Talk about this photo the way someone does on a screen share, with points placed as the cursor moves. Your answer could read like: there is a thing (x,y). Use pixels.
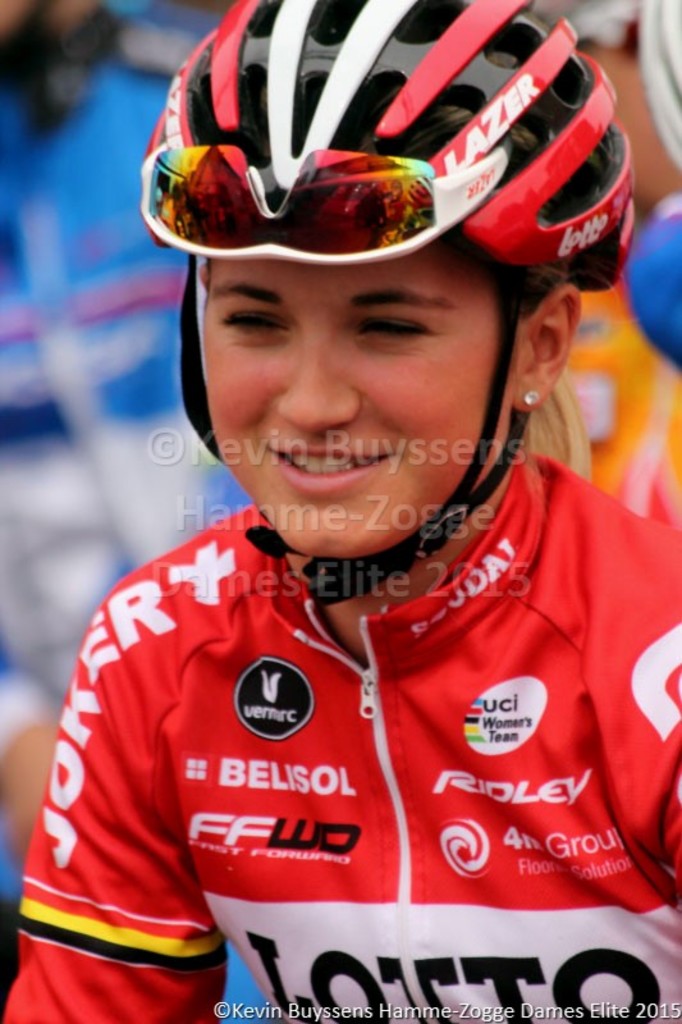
In this image we can see one woman (217,853) with a smiling face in red dress (384,618) wearing helmet (496,193), some text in the middle of the image (442,519), some text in the bottom of the image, some people (658,455) truncated in the background (655,386), some people (653,226) in the background (137,359) and the background (40,760) is blurred.
